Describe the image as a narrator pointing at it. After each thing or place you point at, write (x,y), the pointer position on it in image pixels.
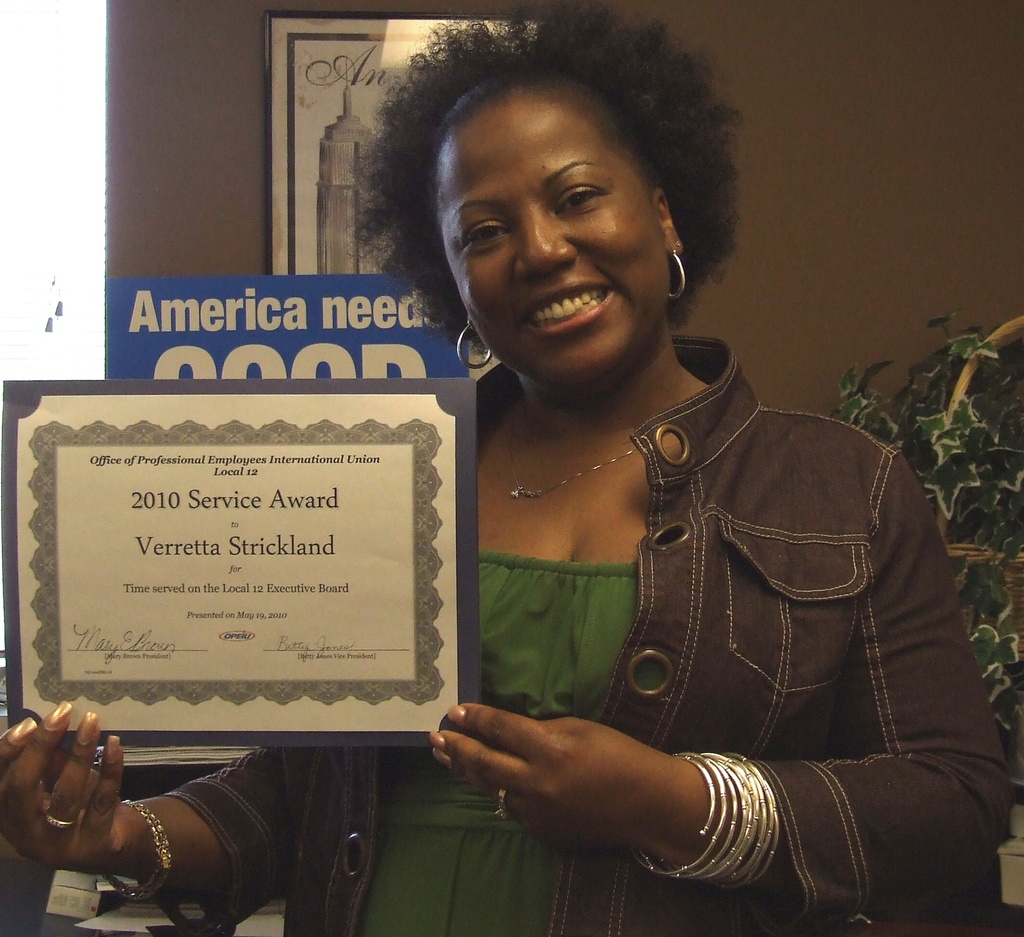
In the image, there is a woman (577,834), she is holding an award (118,724) in her hand (449,743) she is smiling and she is wearing silver bangles (721,830) to her left hand (625,791) and she is wearing an olive color dress (580,652) and jacket (898,528) over the dress (630,570), in the background of the women (639,793) there is a wall (889,247) and in front of the wall (881,286) there is a plant (961,463) and there is a poster (222,278) stick to the wall (153,232).
